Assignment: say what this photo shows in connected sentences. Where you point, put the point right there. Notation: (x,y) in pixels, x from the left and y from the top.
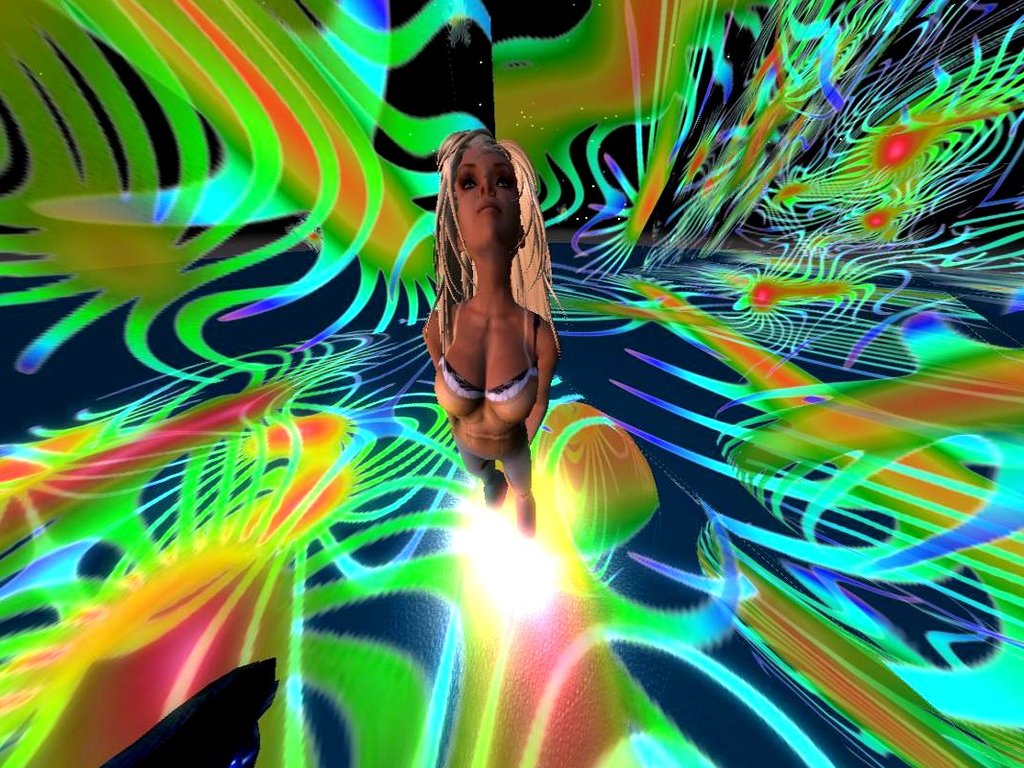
This is animated picture where we can see a girl (441,173) is standing in the middle of the colorful things (638,615) and wearing bra top (492,396) and grey pants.
